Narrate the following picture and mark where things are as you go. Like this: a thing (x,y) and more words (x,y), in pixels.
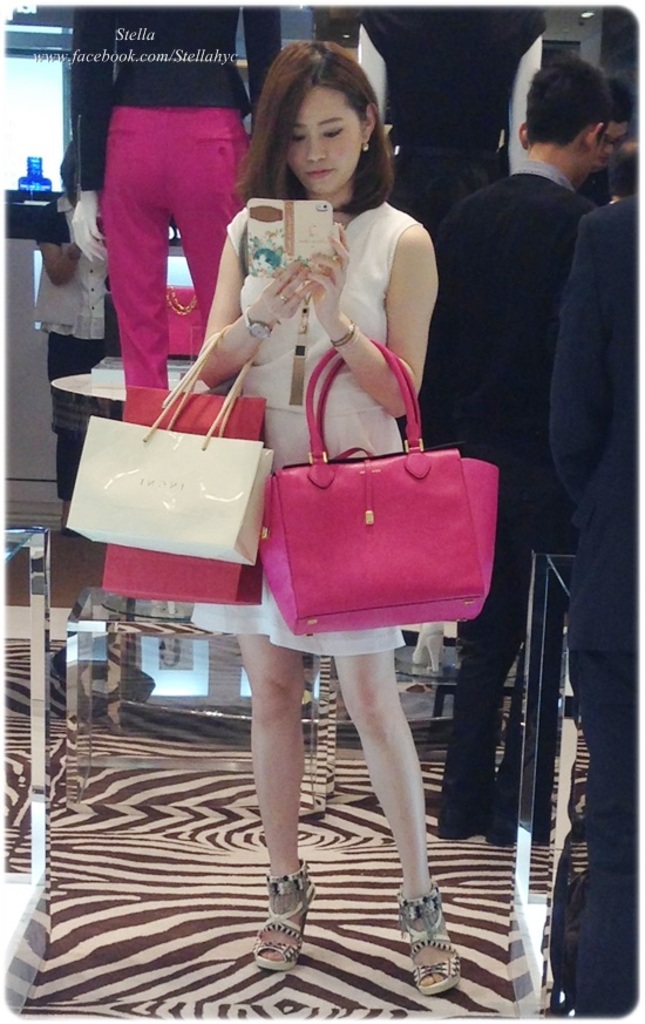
As we can see in the image there are few people (380,181) standing over here and the women (366,740) who is standing here is holding mobile phone (283,223) and handbags (270,506).
